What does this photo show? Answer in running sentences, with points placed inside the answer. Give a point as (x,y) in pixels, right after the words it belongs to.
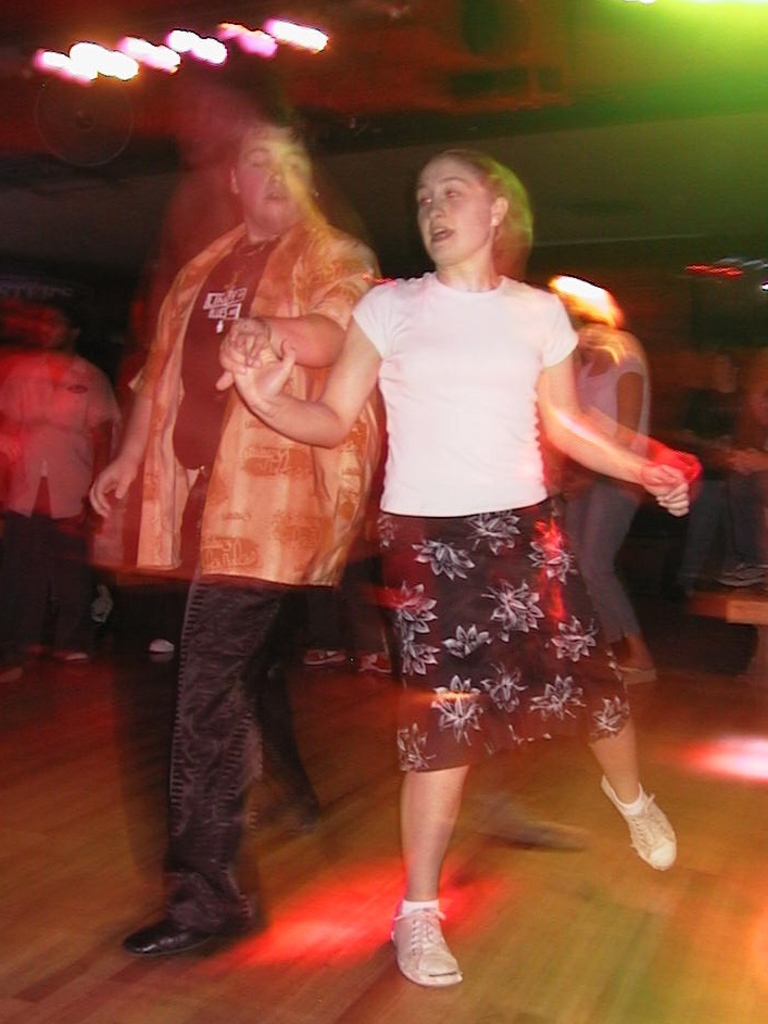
In this picture there is a man (232,478) and a woman (397,347) in the center of the image (380,414), it seems to be they are dancing and there are other people (753,376) and lights (97,67) in the image.
